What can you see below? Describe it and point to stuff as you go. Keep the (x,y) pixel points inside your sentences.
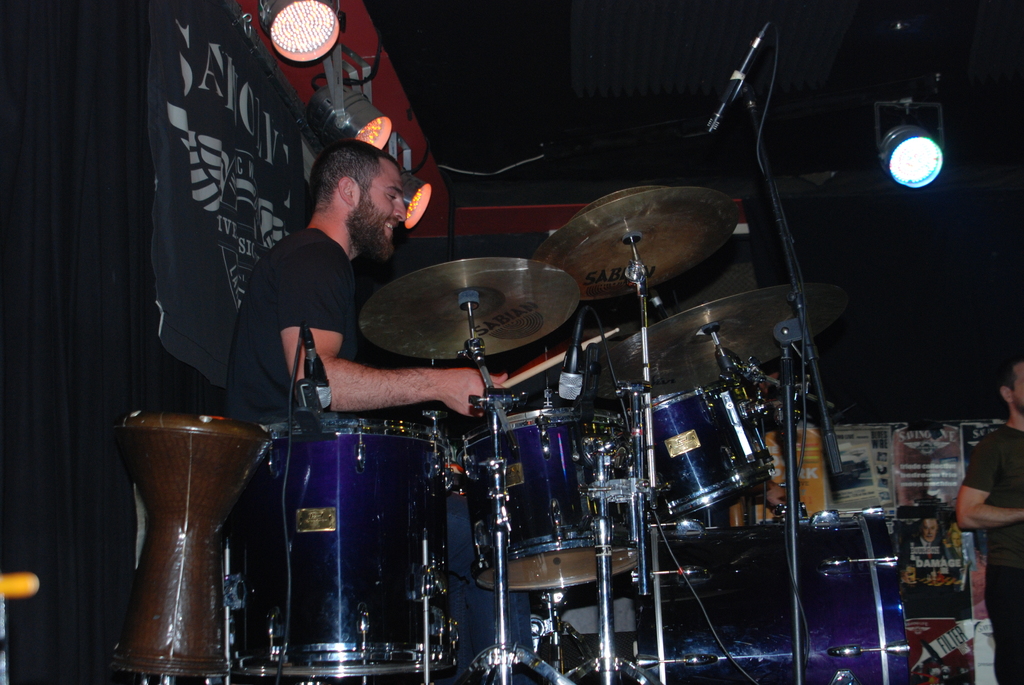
In this picture I can see a man (347,303) seated and playing drums (320,583) and I can see another man (993,505) standing on the right side (980,492) and I can see few lights (324,55) and I can see few posters (868,485) with some text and I can see a banner (224,229) in the back (228,264) with some text (249,255) I can see dark background (598,79).
